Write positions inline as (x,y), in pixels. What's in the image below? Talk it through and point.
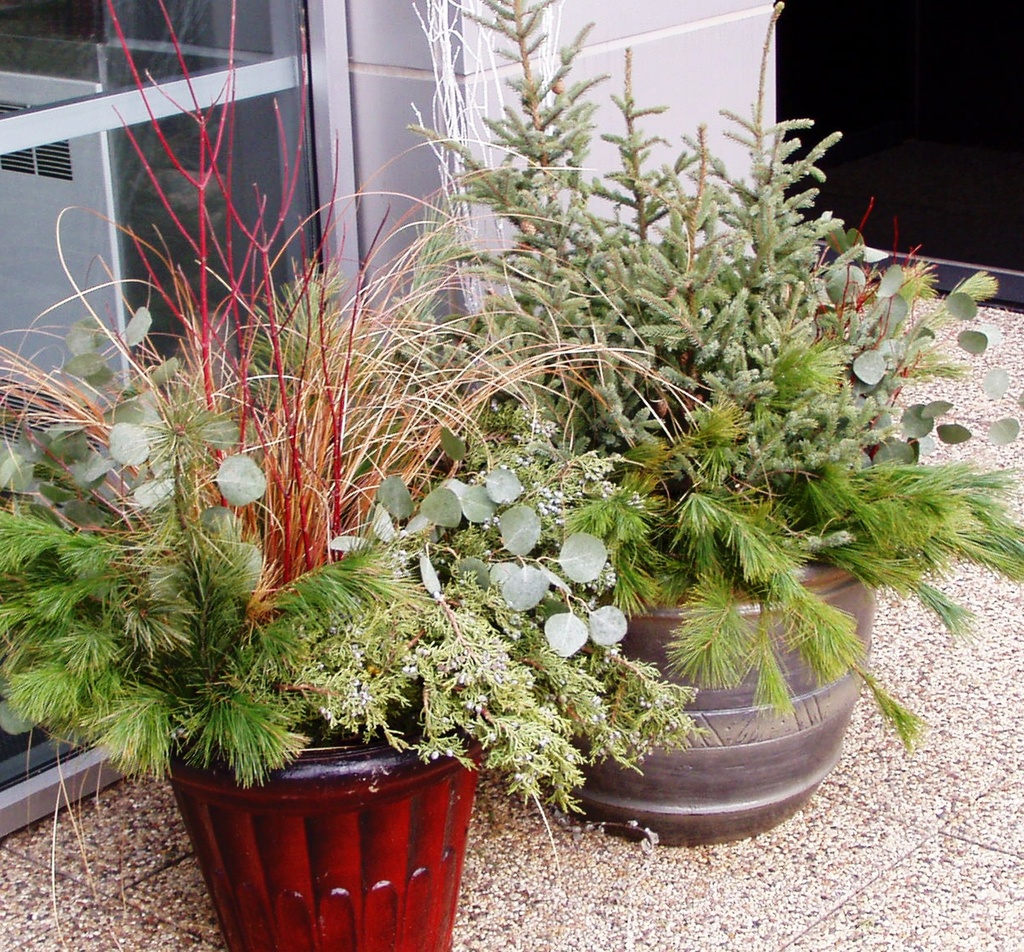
Here we can see plants (831,615) on the floor (976,875). In the background (605,71) we can see glass (110,77) and wall (685,56).
